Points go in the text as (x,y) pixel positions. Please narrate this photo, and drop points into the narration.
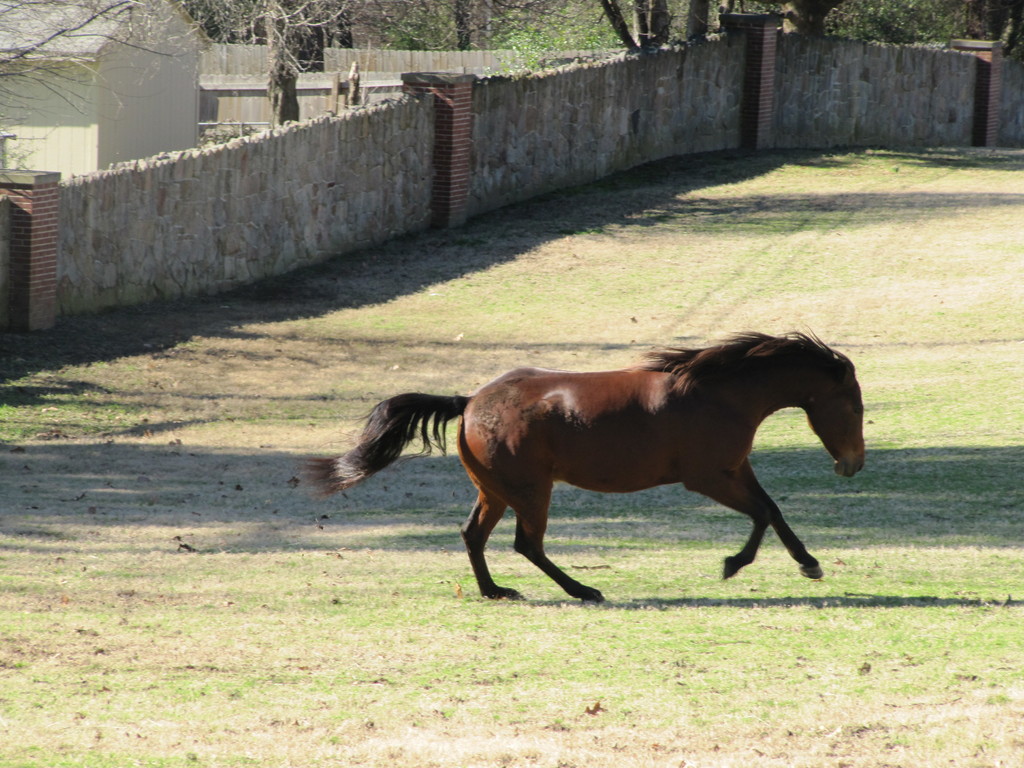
In the image there is a horse (536,397) running on grassland (954,420), on the left side (68,237) there is a fence wall (436,148), behind it there is a home (130,66) with trees (277,14) in the background (713,11).
